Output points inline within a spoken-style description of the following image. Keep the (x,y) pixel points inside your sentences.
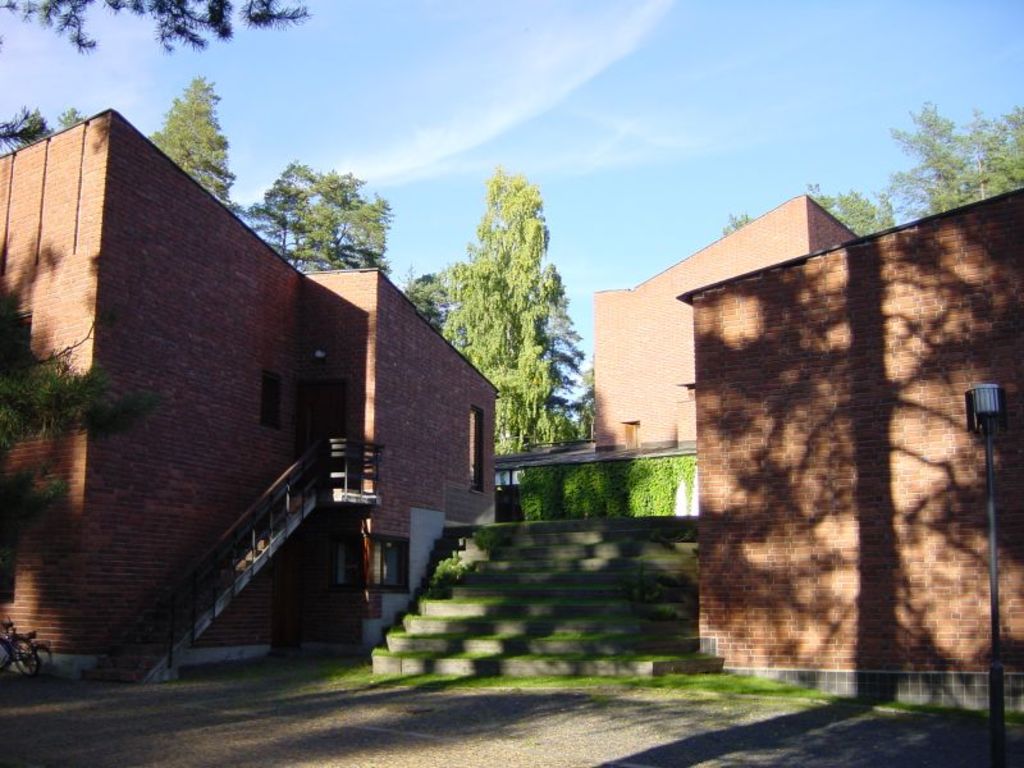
Here in this picture we can see houses (608,414) present all over there and on the left side (341,509) we can see a staircase (275,549) present over there and we can see steps (542,634) also present and we can see plants (607,500) and trees (535,276) present all over there and we can see a bicycle (31,637) on the left side (37,656) and we can see clouds (514,113) in the sky (512,154).
